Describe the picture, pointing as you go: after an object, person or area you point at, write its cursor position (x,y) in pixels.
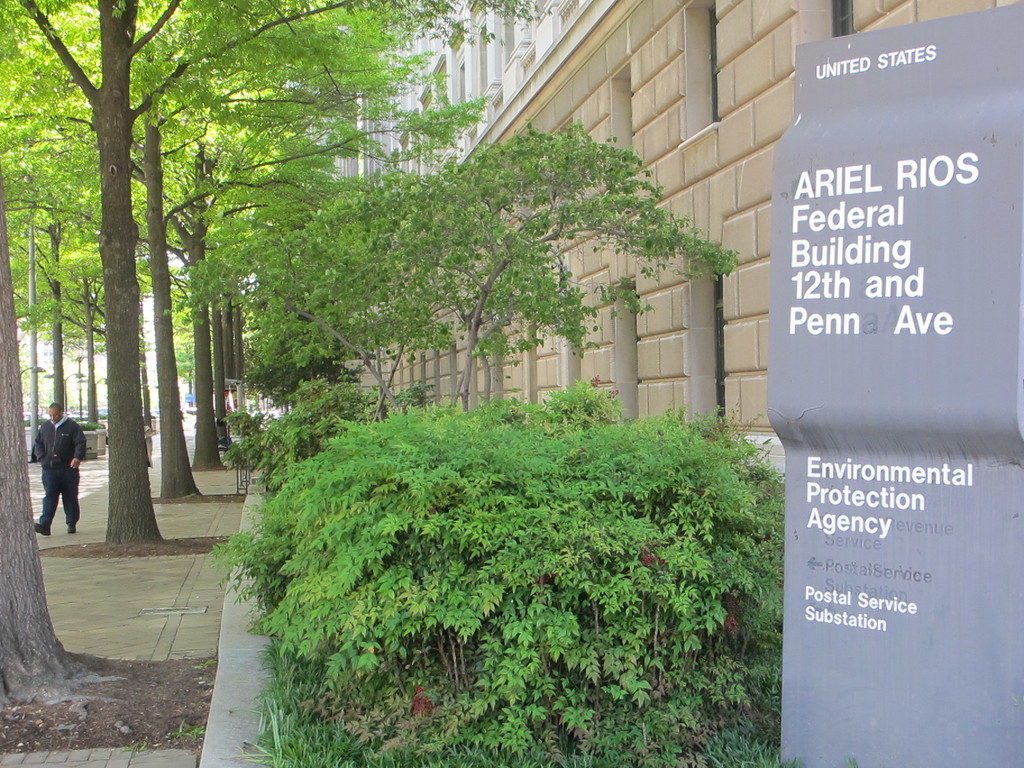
In this image we can see a building (575,369) with windows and a board (784,419) with some text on it. We can also see some plants (511,664), the bark (36,628) of a tree (41,646), a person (69,446) walking on the pathway (115,612), a group of trees (130,440) and a pole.
